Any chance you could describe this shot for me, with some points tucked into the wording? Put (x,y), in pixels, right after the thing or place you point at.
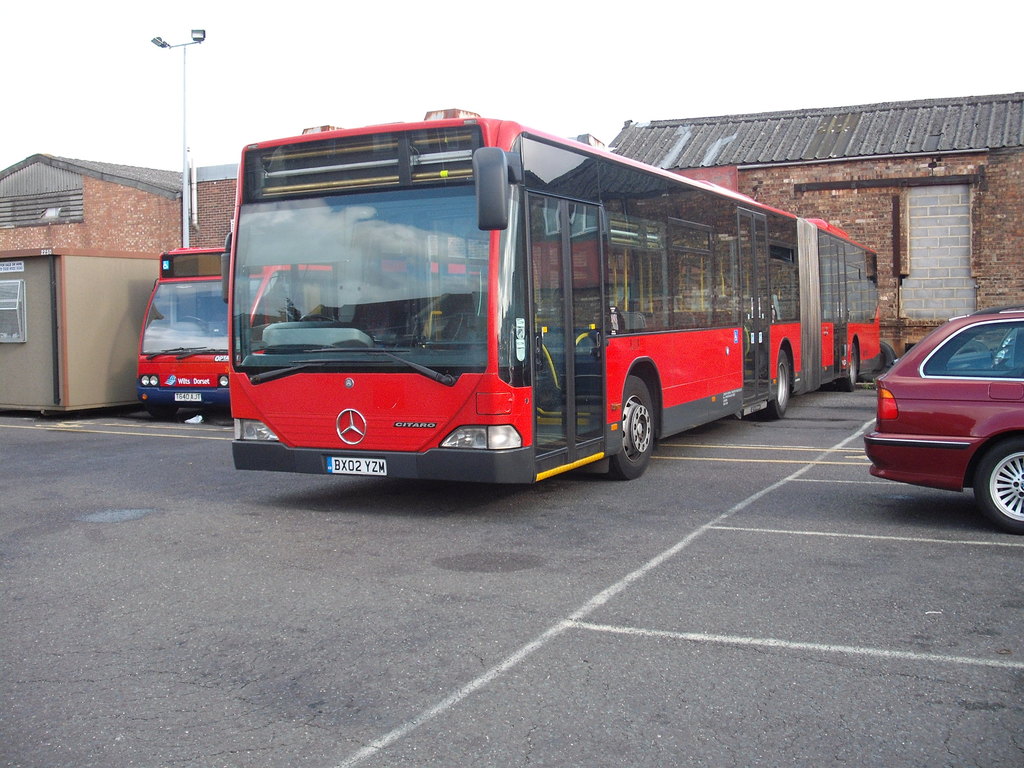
In this picture we can see two red color buses (229,398) and a car (898,403), in the background (869,196) there are houses (145,196), we can see a pole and lights (197,37) on the left side (168,42), there is the sky (411,37) at the top of the picture (471,28).
